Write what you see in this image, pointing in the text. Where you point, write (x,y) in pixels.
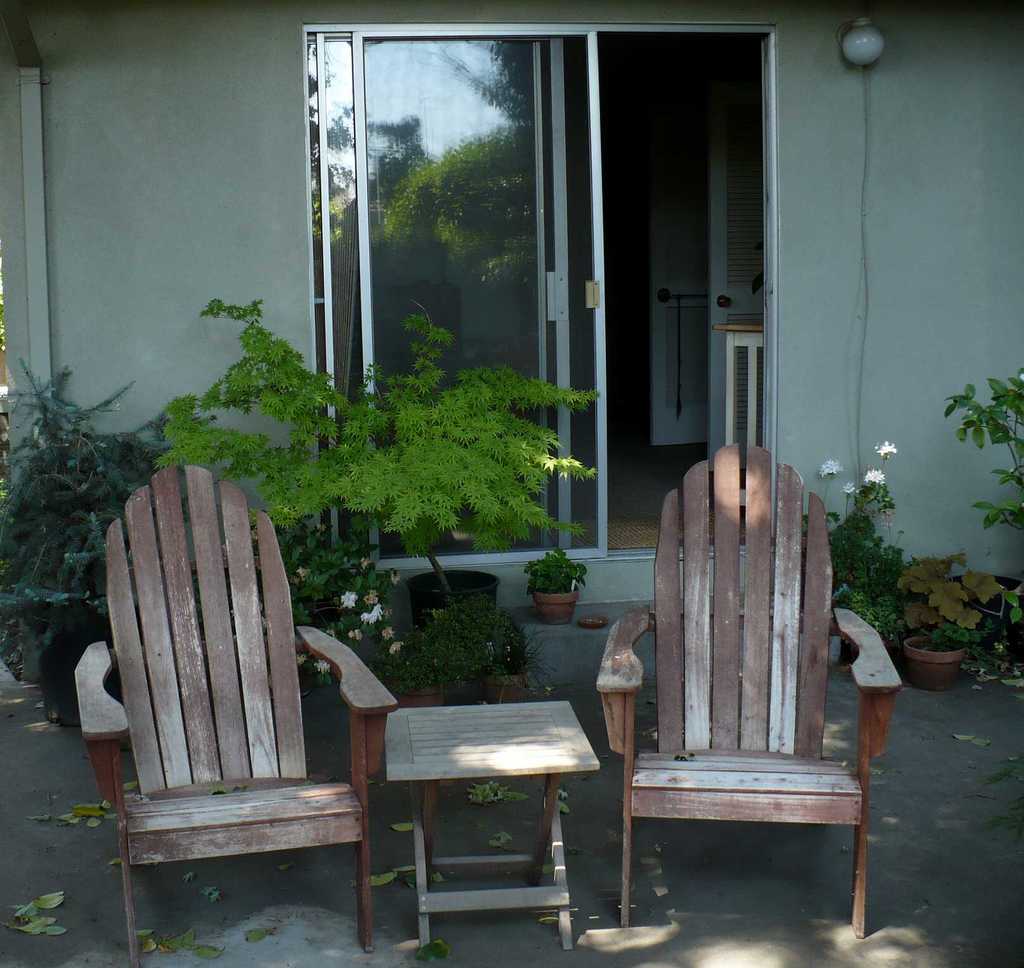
In this picture I can see 2 chairs (189,481) and a table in front (275,798) and in the middle of this picture (347,570), I can see few plants (465,461) and few flowers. In the background (919,10) I can see the wall (994,10) and the glass doors (422,215). On the top right of this picture (854,57) I can see a white color thing (864,40).
